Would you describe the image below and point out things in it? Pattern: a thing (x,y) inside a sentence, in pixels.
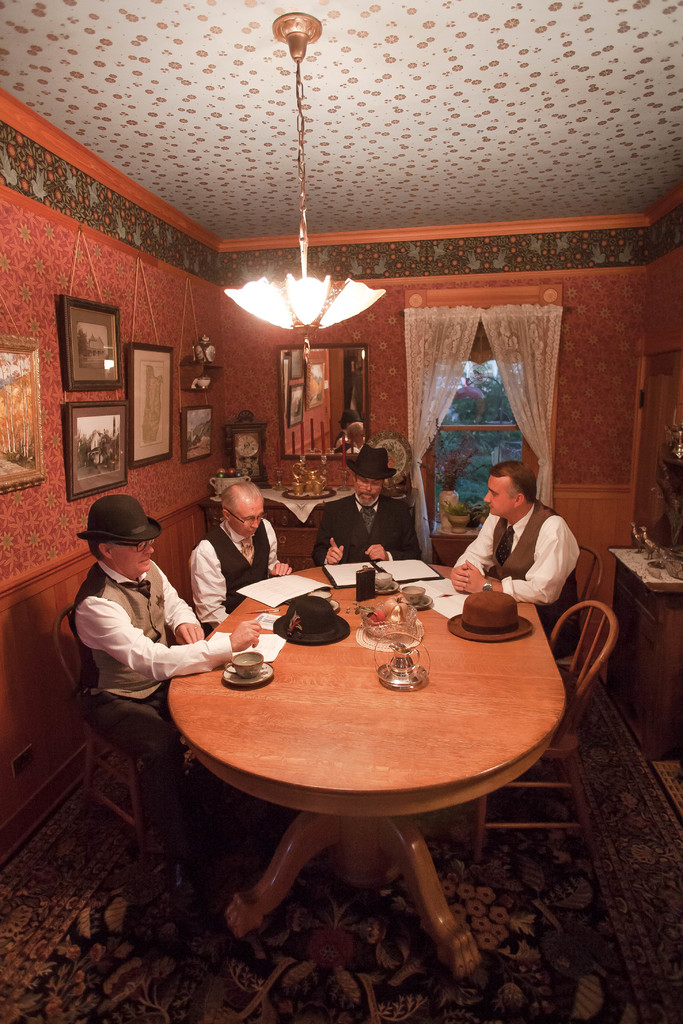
As we can see in the image there is a wall (586,419), window (507,451), curtain (502,368), photo frame (183,419) and few people (252,513) sitting on chairs (62,631) and there is a table (343,715). On table (420,697) there are glasses (388,679), mug (242,674), saucer (232,681), hats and papers (342,577).
